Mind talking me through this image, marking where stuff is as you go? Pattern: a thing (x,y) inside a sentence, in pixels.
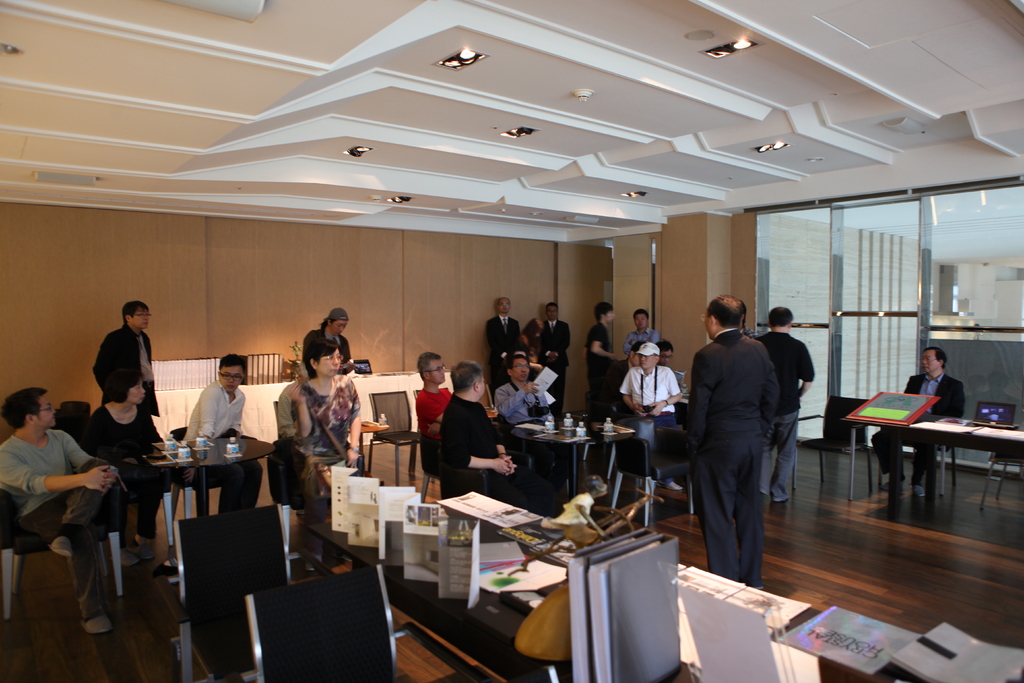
This is a picture taken in a room (428,615), there are a group of people (490,479) some people (472,418) are sitting on chairs (662,433) and some people (797,392) are standing on floor (815,544). In front of these people (159,476) there is a table (950,437) on the table (224,446) there are bottles (570,422), paper (419,533), files (622,594) and laptop (1001,411). Behind the people (614,380) there is a wall (513,291) and a glass window (831,262) there are ceiling lights (459,55) on the top (467,66).
